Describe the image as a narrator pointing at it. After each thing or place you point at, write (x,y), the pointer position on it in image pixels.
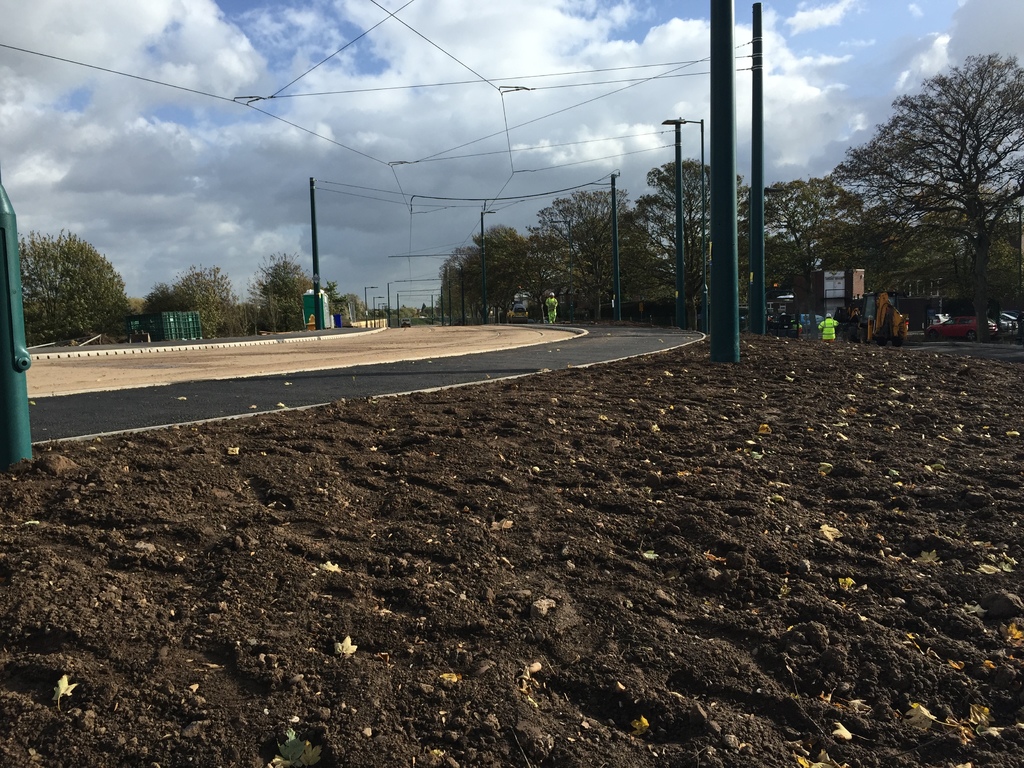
In this image I can see the person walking on the road (604,330) and I can also see few electric poles (684,291), trees (625,260), few vehicles (941,327) and the sky (391,61) is in blue and white color.
